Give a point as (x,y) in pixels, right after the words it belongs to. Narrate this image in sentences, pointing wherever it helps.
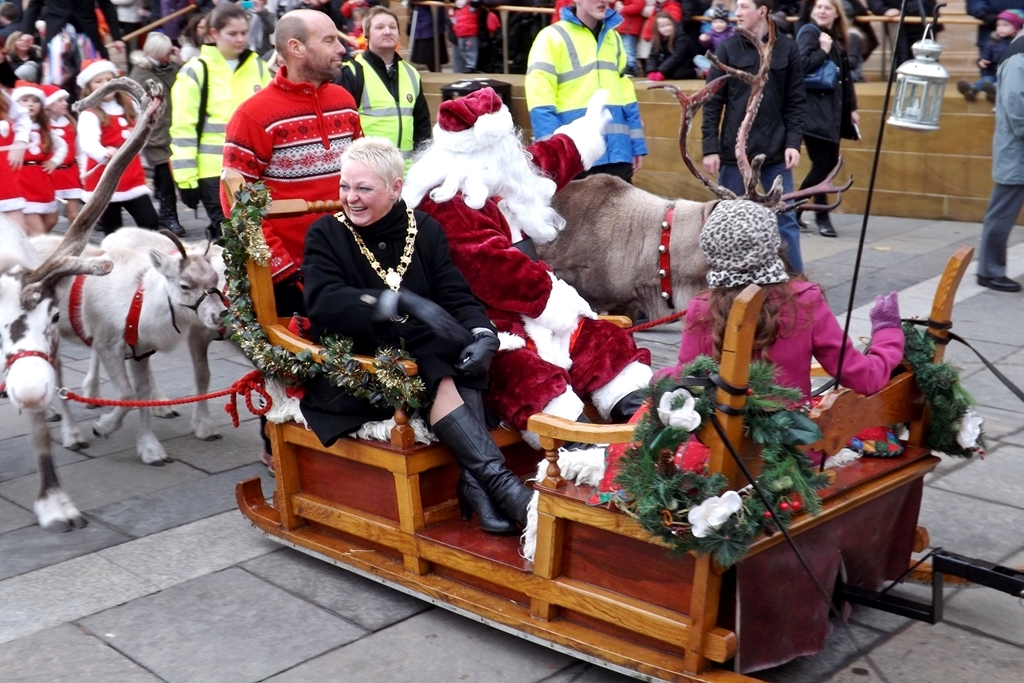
In this picture I can see three persons (703,327) sitting on the sleigh (905,379), there are garlands (923,385), there are reindeers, there is a person (549,269) in a Santa Claus costume (549,269), and in the background (627,9) there are group of people (849,101).
